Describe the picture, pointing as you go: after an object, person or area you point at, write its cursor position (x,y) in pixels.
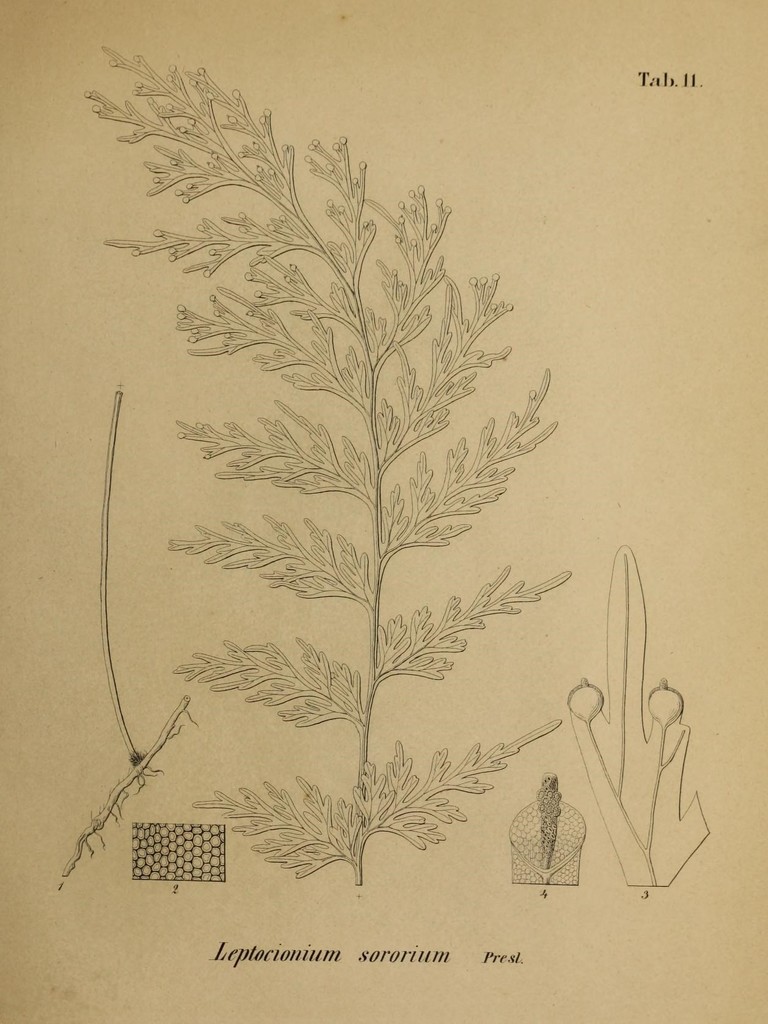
It is a poster. In this image there is a depiction of a leaf (438,532) and some objects (626,807). There is some text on the top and bottom of the image (242,954).
